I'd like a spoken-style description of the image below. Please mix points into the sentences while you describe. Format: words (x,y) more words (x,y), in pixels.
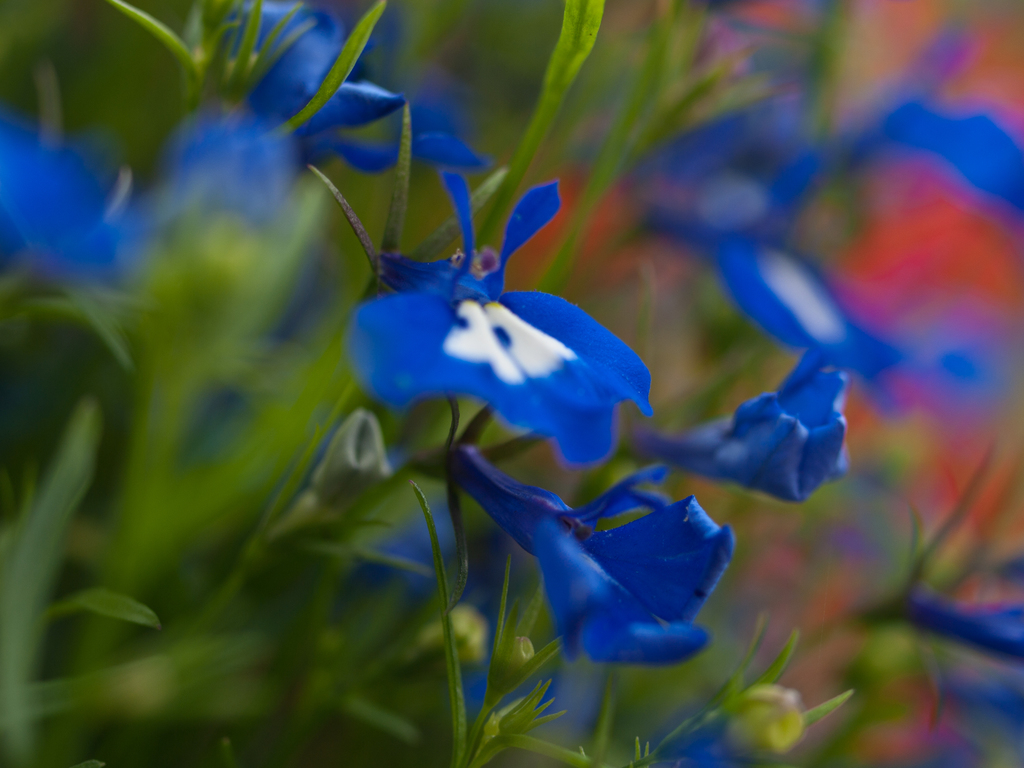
There are plants (185,400) which have blue flowers (509,319).
